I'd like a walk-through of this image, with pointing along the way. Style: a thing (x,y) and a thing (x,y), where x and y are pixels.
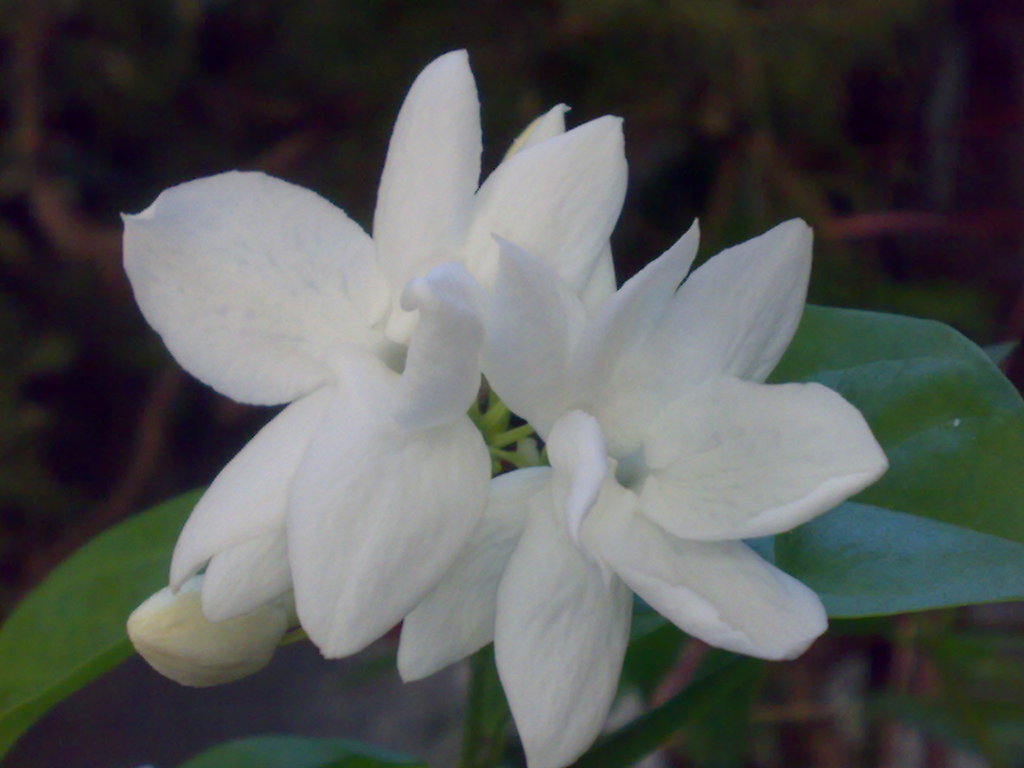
In this image we can see flowers (361,400) and leaves (219,759). The background (969,255) is blurry.
